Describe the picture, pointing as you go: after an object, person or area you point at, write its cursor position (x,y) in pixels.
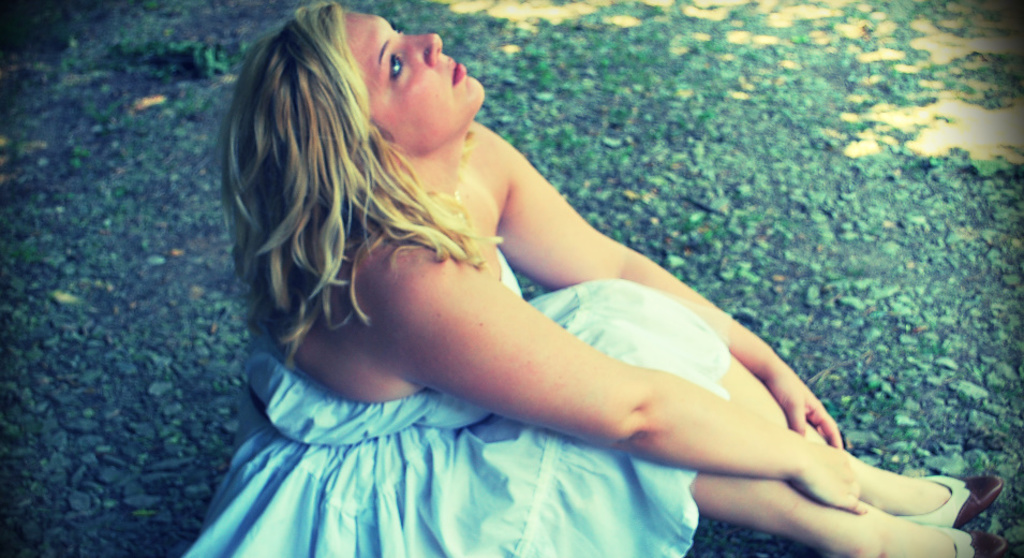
There is one woman (574,410) wearing a white color dress (504,484) and sitting on the ground (133,402) as we can see in the middle of this image (661,346).
